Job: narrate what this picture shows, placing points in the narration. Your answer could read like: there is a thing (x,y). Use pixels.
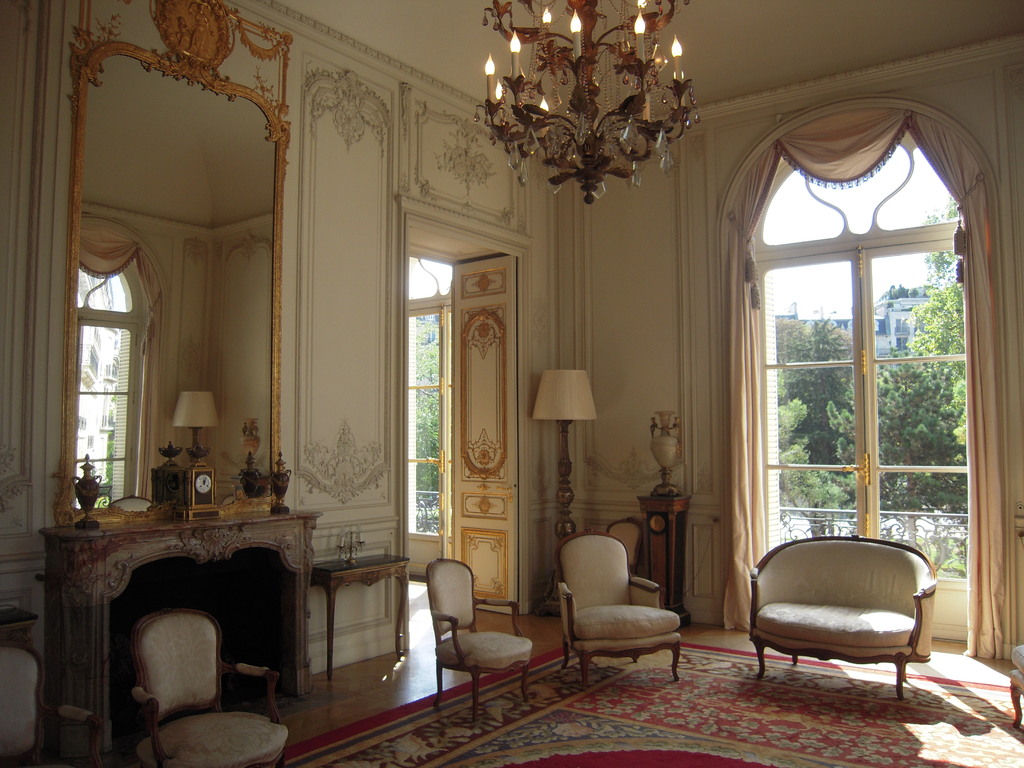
in a room (855,653) there is sofa (888,611), chairs (508,603), door (488,411), curtains (739,484), table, lamp (199,436). at the top (597,84) there is a chandelier (541,102).
